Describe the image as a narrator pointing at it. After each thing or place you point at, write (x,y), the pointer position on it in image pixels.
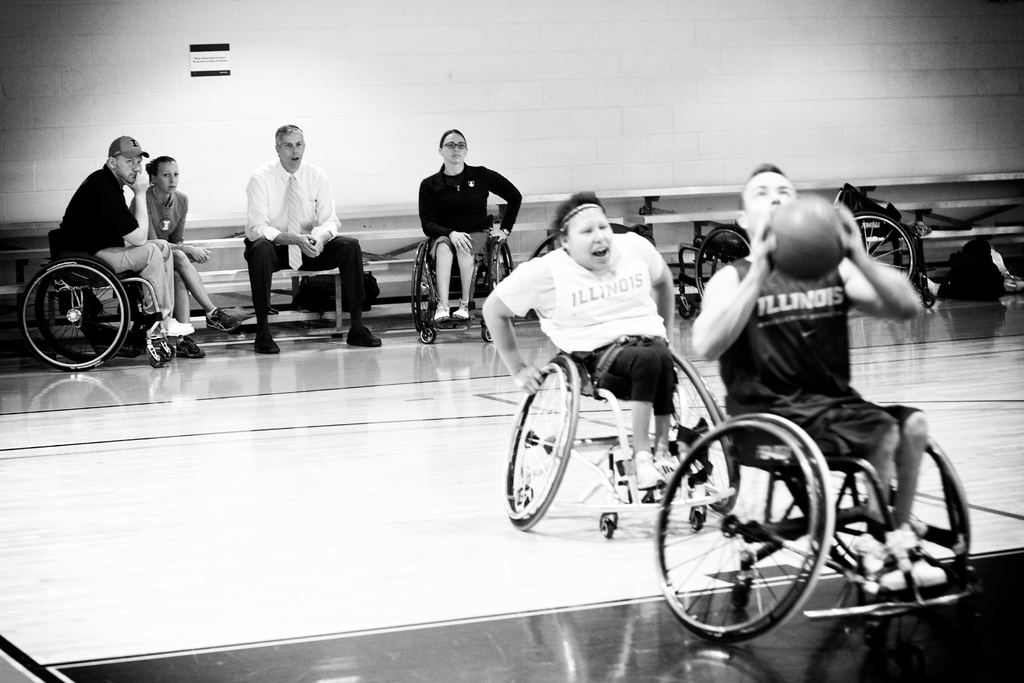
It is a black and white picture. In the center of the image (666,415) we can see two persons (657,404) are sitting on the wheelchairs (693,466). Among them, we can see one person (804,405) is holding a ball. In the background (686,138) there is a wall (309,40), banner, wheelchairs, bags (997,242), two persons (193,272) are sitting on a bench (405,280), two persons (163,253) are sitting on the wheelchairs (415,305) and a few other objects (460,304). Among them, we can see one person (152,274) is wearing a cap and the other person (443,278) is wearing glasses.
